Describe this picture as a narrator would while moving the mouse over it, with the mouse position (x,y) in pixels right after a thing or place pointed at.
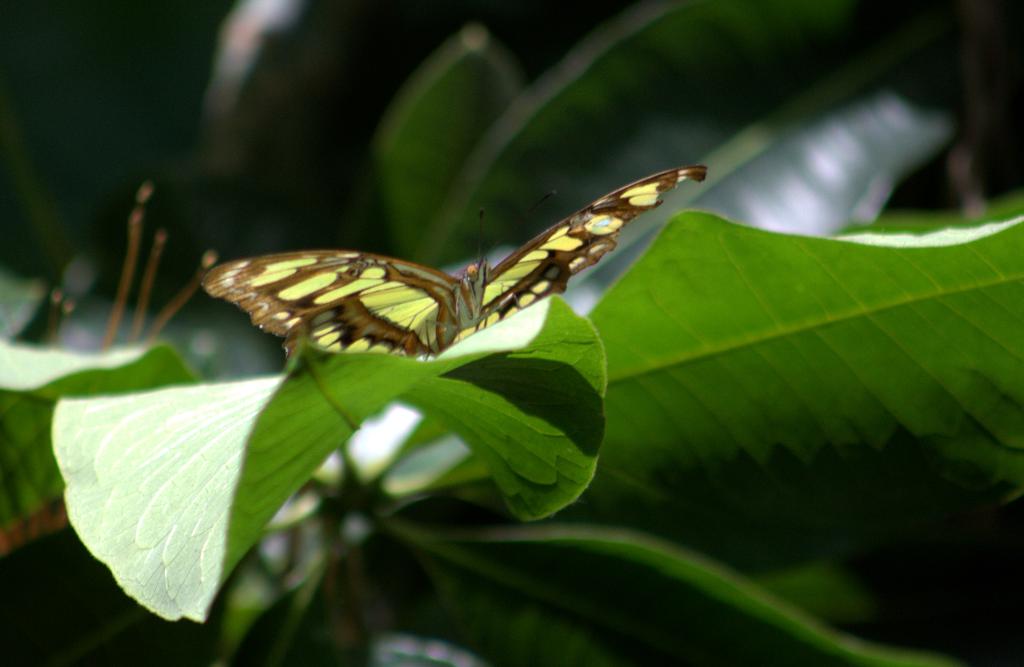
In the center of this picture (508,265) we can see a butterfly (406,301) seems to be on the green leaf (415,402). In the background (3,292) we can see the green leaves (32,420) and some objects (51,338).
